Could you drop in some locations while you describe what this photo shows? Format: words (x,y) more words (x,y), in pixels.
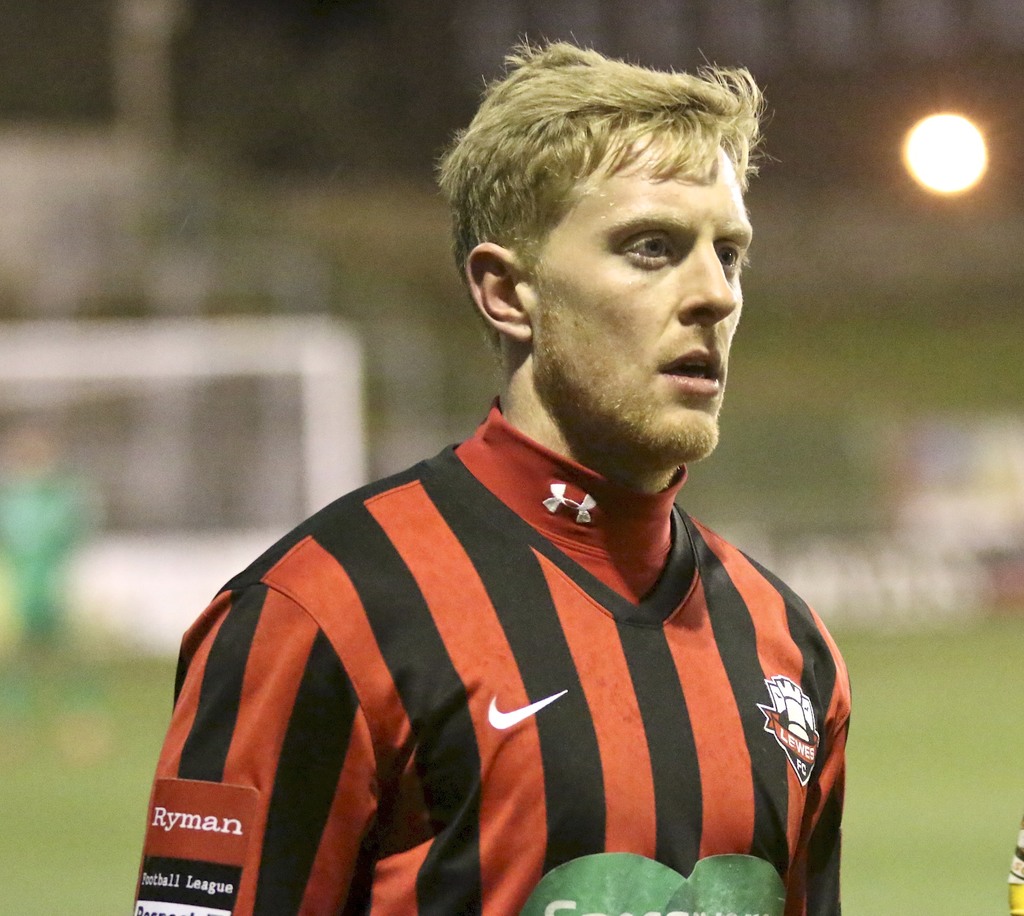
In the image we can see there is a man (607,471) standing on the ground (888,777) and the ground (991,811) is covered with grass (32,747). Behind there is light (962,152) and background of the image (850,409) is blurred.
